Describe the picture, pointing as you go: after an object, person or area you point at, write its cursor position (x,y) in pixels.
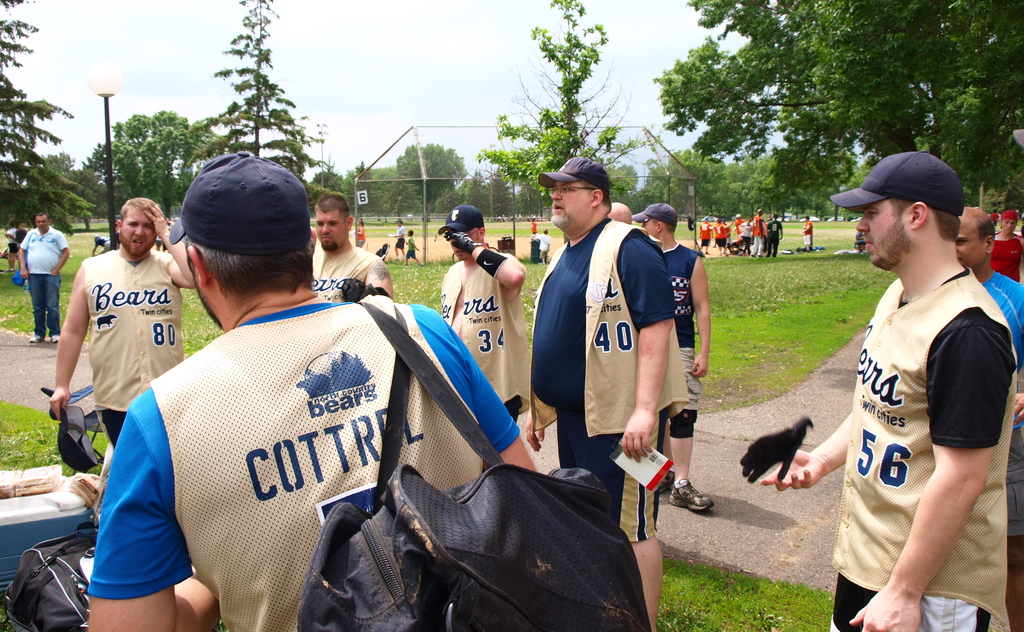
In this image I can see the group of people (479,355) with the dresses (503,371) and few people (490,374) with the caps (453,228). I can see one person (202,536) with the bag (428,541). To the left (42,600) I can see an another bag (20,585) and few objects (24,539) on the ground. In the background (515,222) I can see more people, pole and many trees (105,192). In the background (464,25) I can see the sky (438,26).
